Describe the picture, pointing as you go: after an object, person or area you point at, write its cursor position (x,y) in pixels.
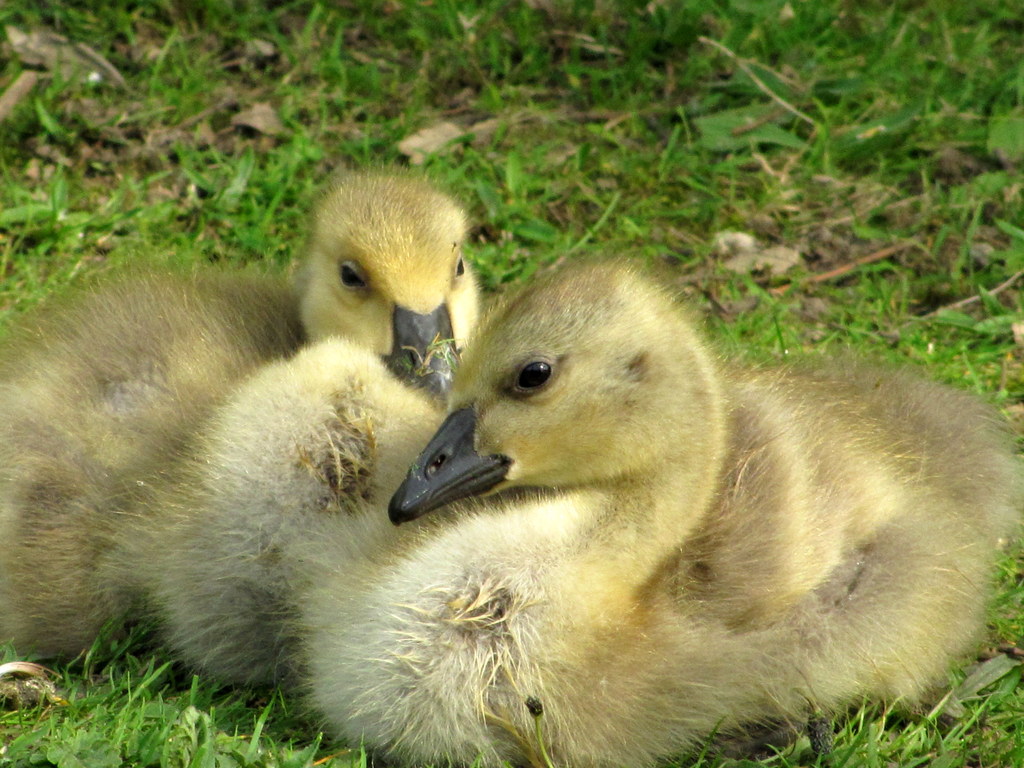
In this image we can see two ducks (793,387), also we can see the grass (159,722).
